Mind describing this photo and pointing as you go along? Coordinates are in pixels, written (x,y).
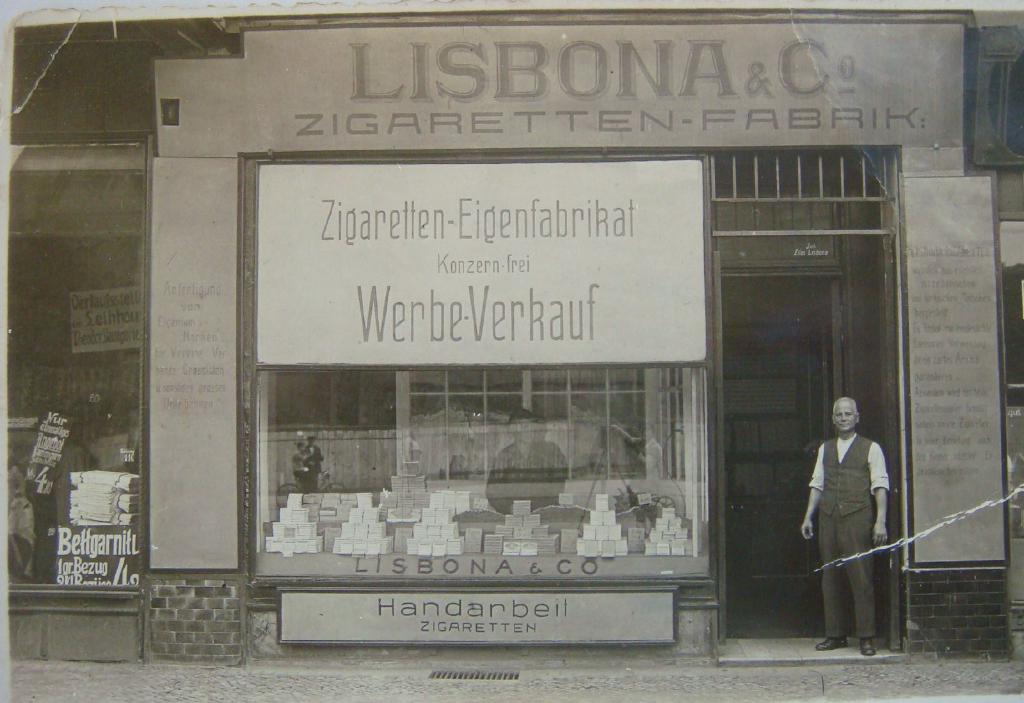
It is a black and white image. In this image we can see two persons (835,531). We can also see the path (481,669), manhole (502,673), building (890,202) with the glass windows (501,379) and door (868,340) and also text boards (590,281). We can also see some objects (439,536).
